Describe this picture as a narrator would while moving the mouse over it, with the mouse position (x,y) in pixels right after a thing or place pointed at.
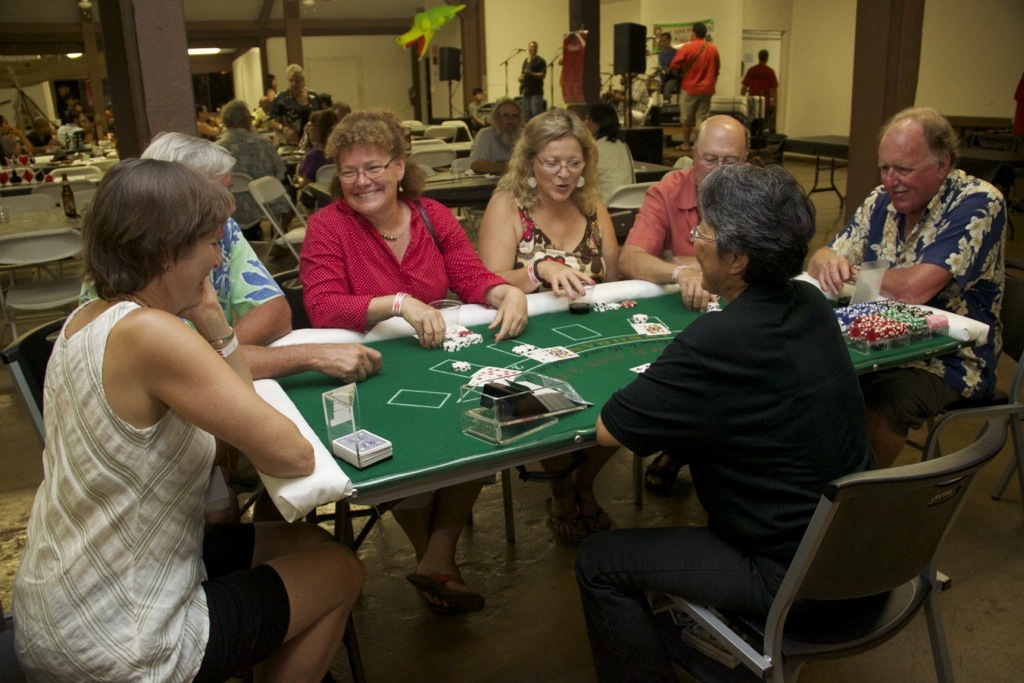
I can see this image a group of people (505,270) among them few people (413,299) are sitting on a chair (873,584) in front of a table (506,356) and few people (664,54) are standing in front of a microphone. On the table (415,448) we have couple of objects (498,383) on it.
